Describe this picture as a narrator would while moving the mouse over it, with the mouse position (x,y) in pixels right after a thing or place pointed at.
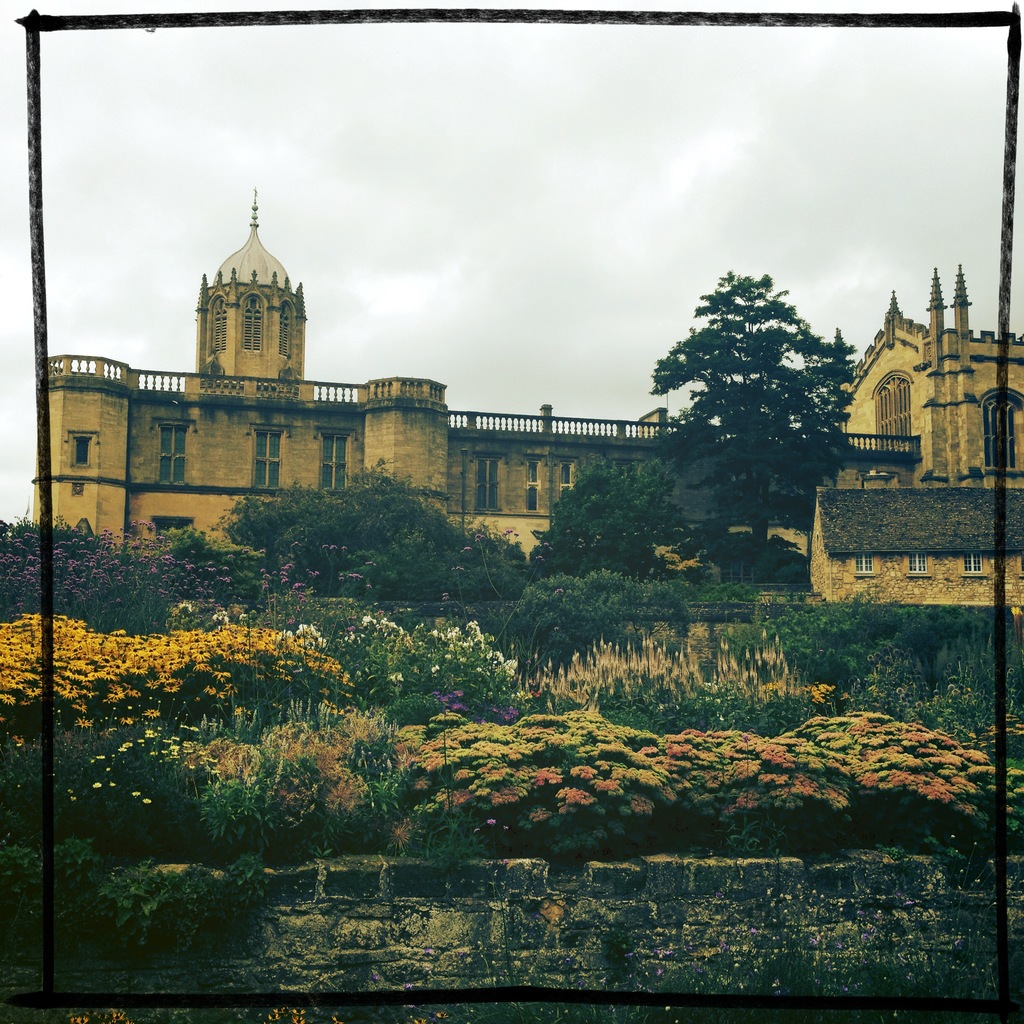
In this picture we can see few buildings (555,457), trees (590,527) and flowers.
